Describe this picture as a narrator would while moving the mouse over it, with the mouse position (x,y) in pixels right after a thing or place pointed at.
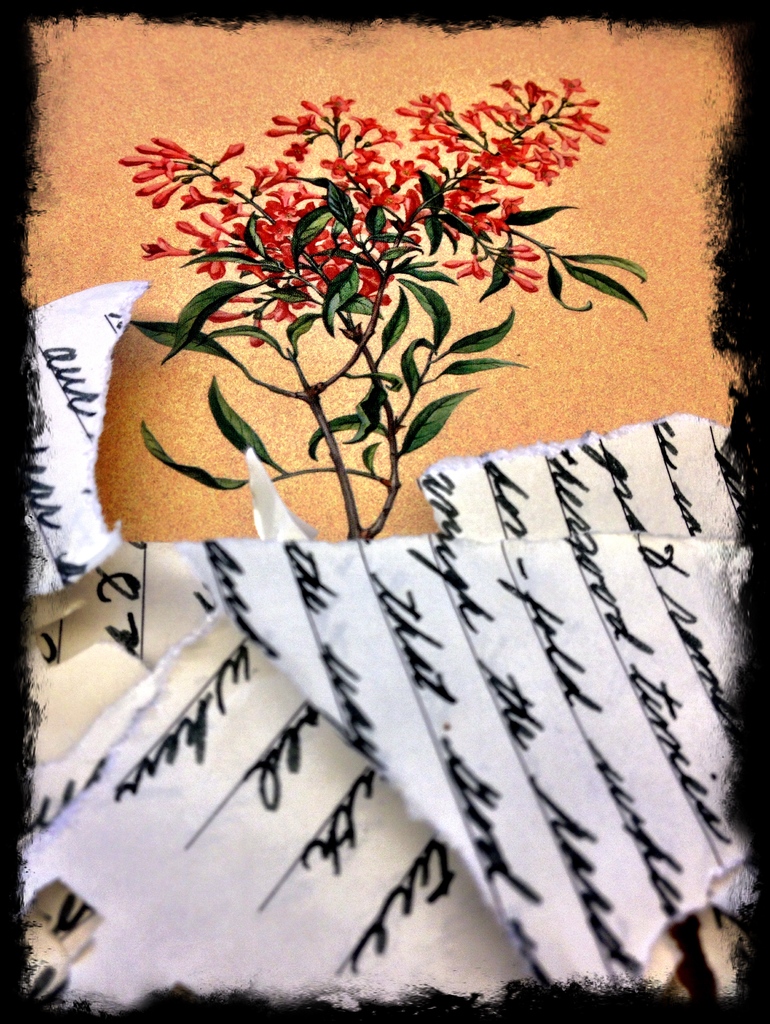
In this picture we can see a paper (620,598) here, we can see painting (354,393) of a flower plant (340,301) here.
